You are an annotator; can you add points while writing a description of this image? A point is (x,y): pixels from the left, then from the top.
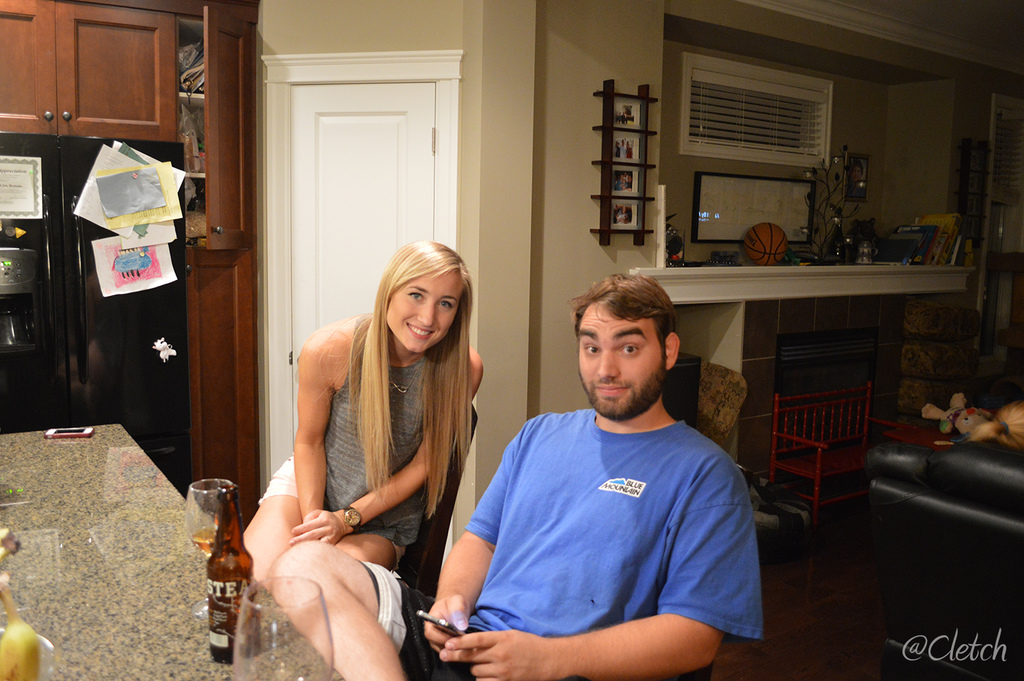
In this image I can see a man (559,471) and a woman (383,364). In the background (366,228) there is a door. I can see few cupboards (243,501). There is a bottle (221,616) and two glasses (208,602) on the table (130,611). I can see a basketball (777,235). I can see a wooden chair (804,461).
